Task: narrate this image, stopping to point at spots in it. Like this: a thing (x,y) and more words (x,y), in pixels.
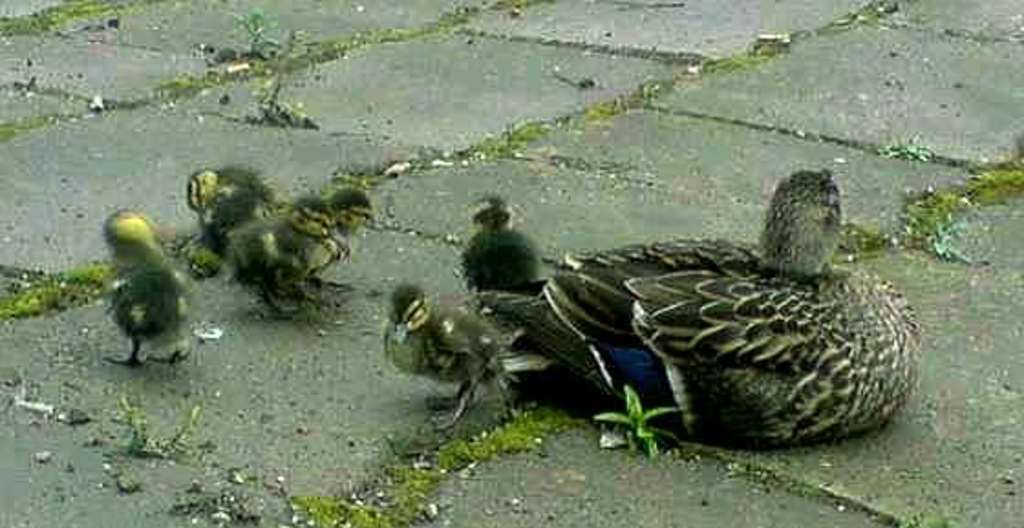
In this image we can see a few birds (628,260) on the floor (854,250).
